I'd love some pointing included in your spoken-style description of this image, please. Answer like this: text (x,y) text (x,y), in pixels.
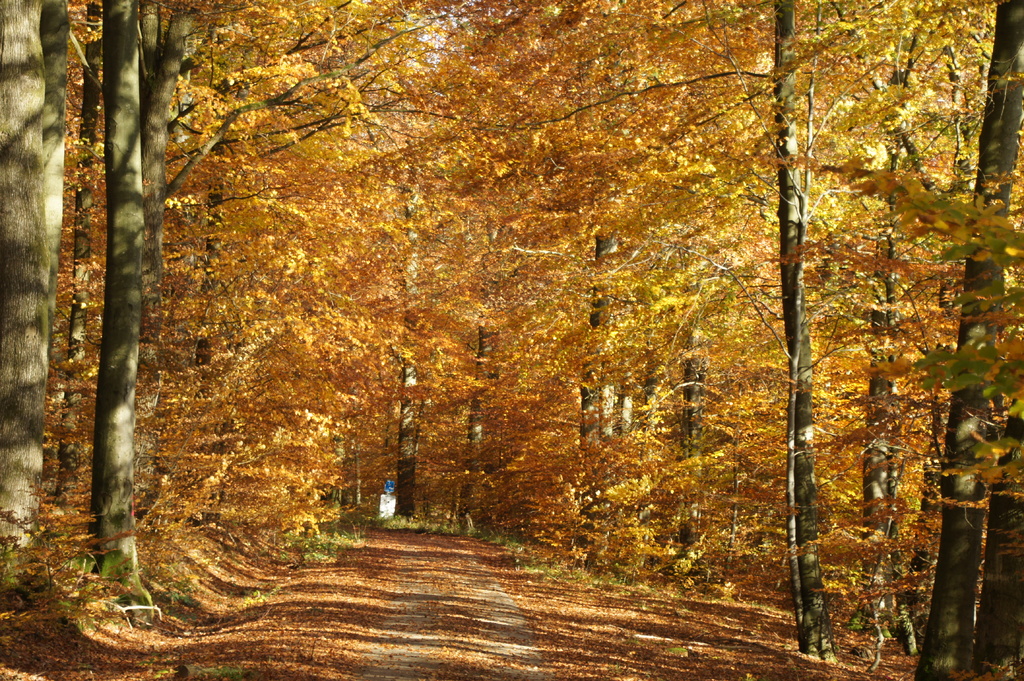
There is a road (470,549). On the sides of the road (422,547) there are trees (611,270).
